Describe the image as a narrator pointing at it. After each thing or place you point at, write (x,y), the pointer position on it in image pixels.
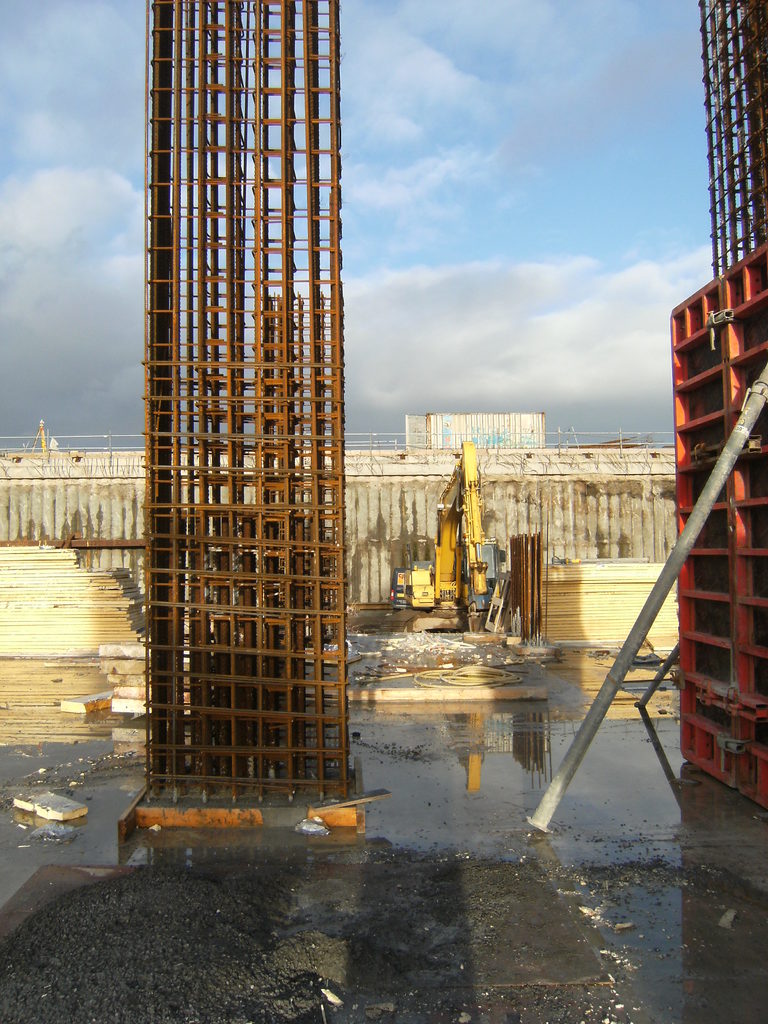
This picture is completely a construction area (433,600). These are the pillars (723,98). At the top (534,156) we can see sky (569,156) with clouds (561,327). Here on the floor (409,934) we can see water (526,757). On the background (468,560) we can see excavator (480,539).
